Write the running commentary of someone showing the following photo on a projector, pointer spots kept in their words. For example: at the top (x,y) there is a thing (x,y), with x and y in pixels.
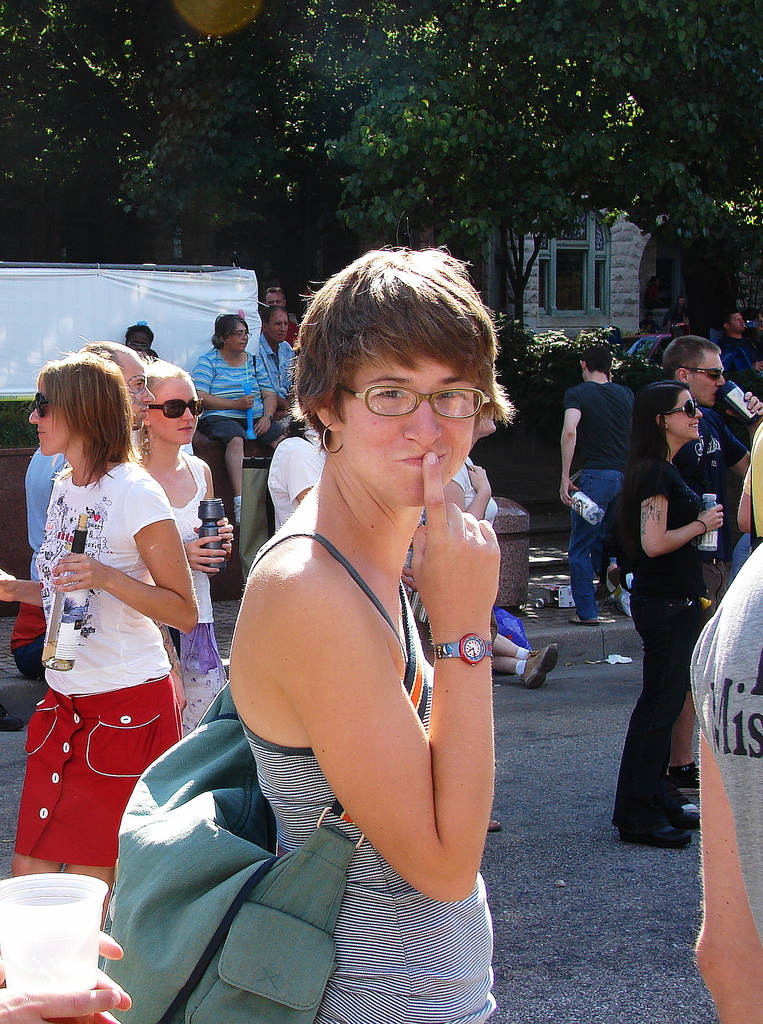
In this picture we can see a group of people (490,813) on the ground (498,882), some people (664,433) are holding bottles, one woman (441,917) is wearing a bag (256,917), here we can see a person hands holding a glass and in the background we can see a house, trees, banner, plants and some objects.
